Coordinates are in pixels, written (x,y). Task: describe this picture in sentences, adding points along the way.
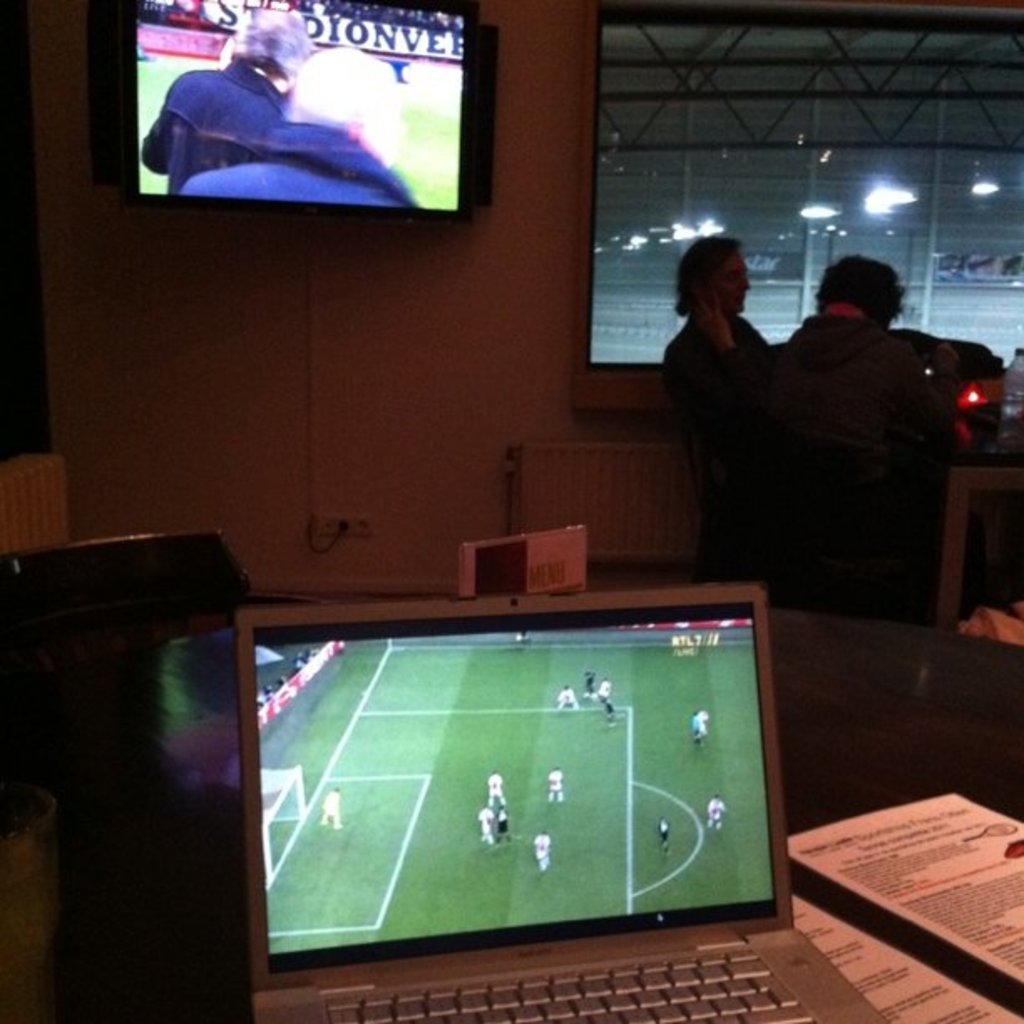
In this image I can see the laptop (651,983). In the background (932,427) I can see few persons (918,427) standing and the screen (428,100) attached to the wall (509,101) and I can also see few lights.
